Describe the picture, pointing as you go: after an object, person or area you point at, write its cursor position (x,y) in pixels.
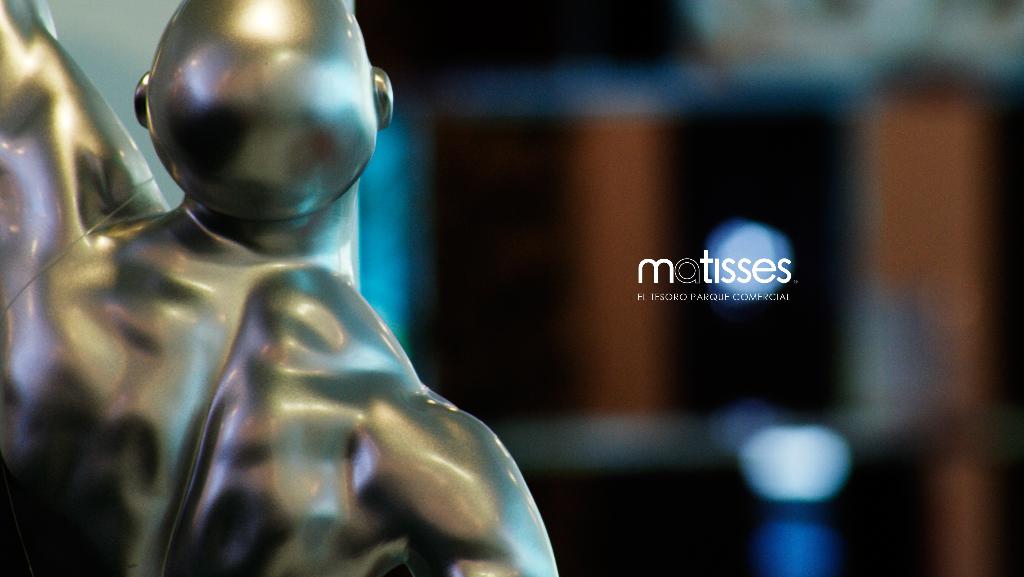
In the picture I can see the sculpture (194,283) on the left side of the image (242,419) and the right side of the image (853,245) is blurred. Here I can see the watermark (674,282) in the center of the image (659,278).
